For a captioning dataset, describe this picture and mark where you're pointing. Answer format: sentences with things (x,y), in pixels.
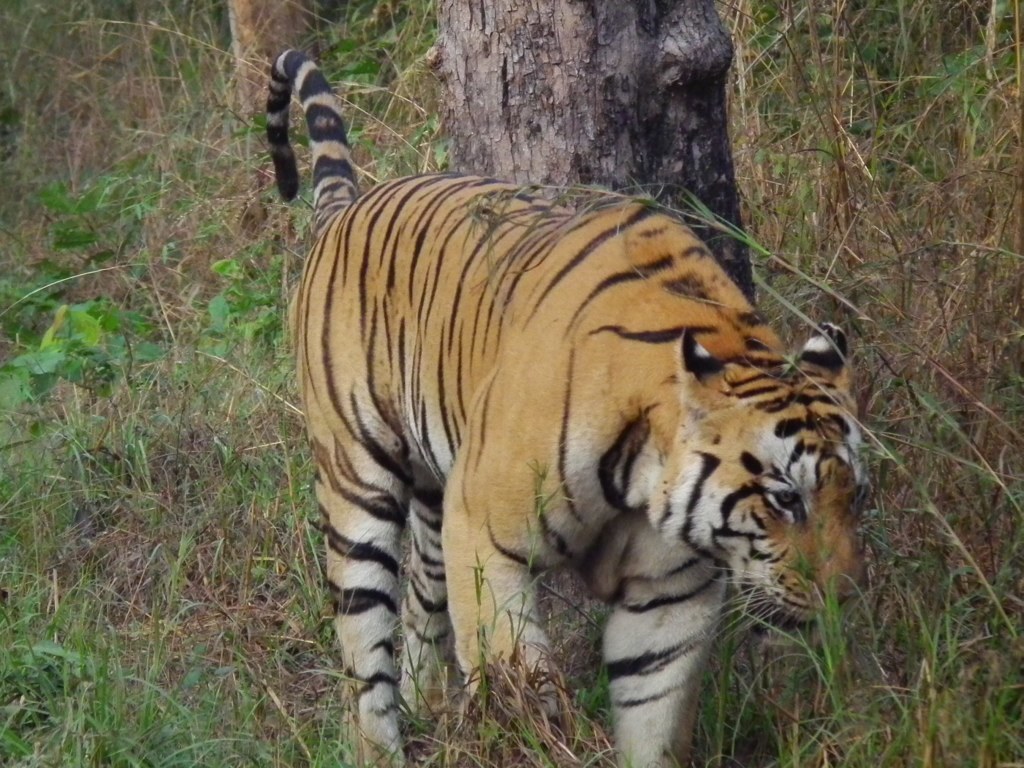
In this picture I can see a tiger (435,327) on the grass (206,384) and there are some tree trunks (553,127).
